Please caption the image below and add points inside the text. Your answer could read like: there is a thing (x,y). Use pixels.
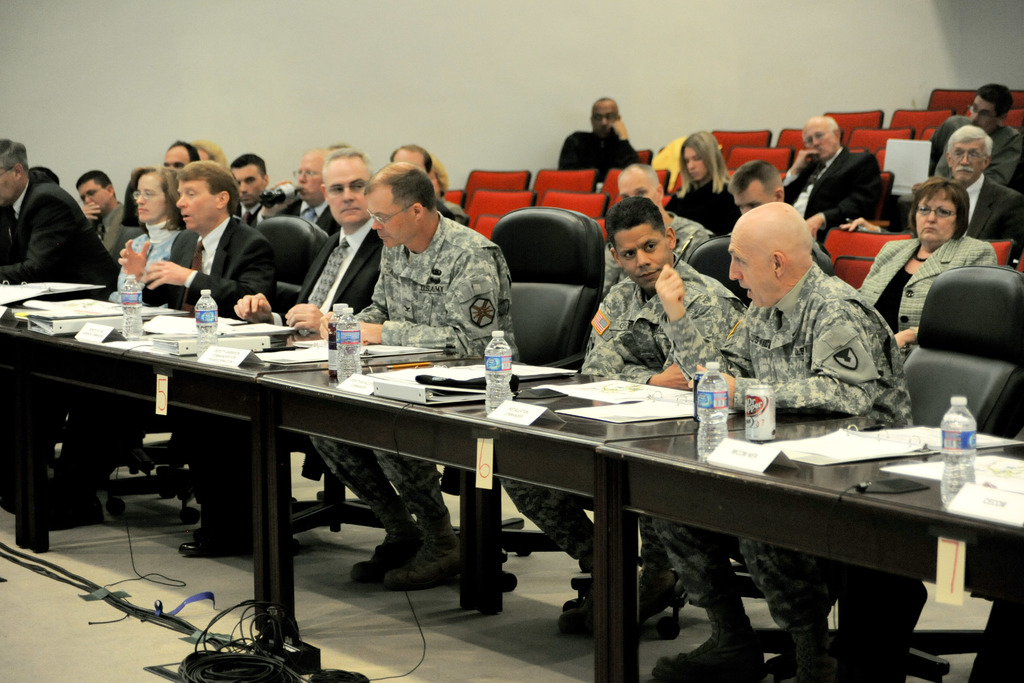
There are group of people (335,251) sitting on the chairs (970,320). This is a table (586,460) with papers (613,407), files (435,394), water bottles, name board (235,358) and some other objects (755,405). This looks like a number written on the paper (168,396). At bottom of the image (171,630) I can see cable (231,678). At background (573,179) I can see some red empty chairs (650,150).
